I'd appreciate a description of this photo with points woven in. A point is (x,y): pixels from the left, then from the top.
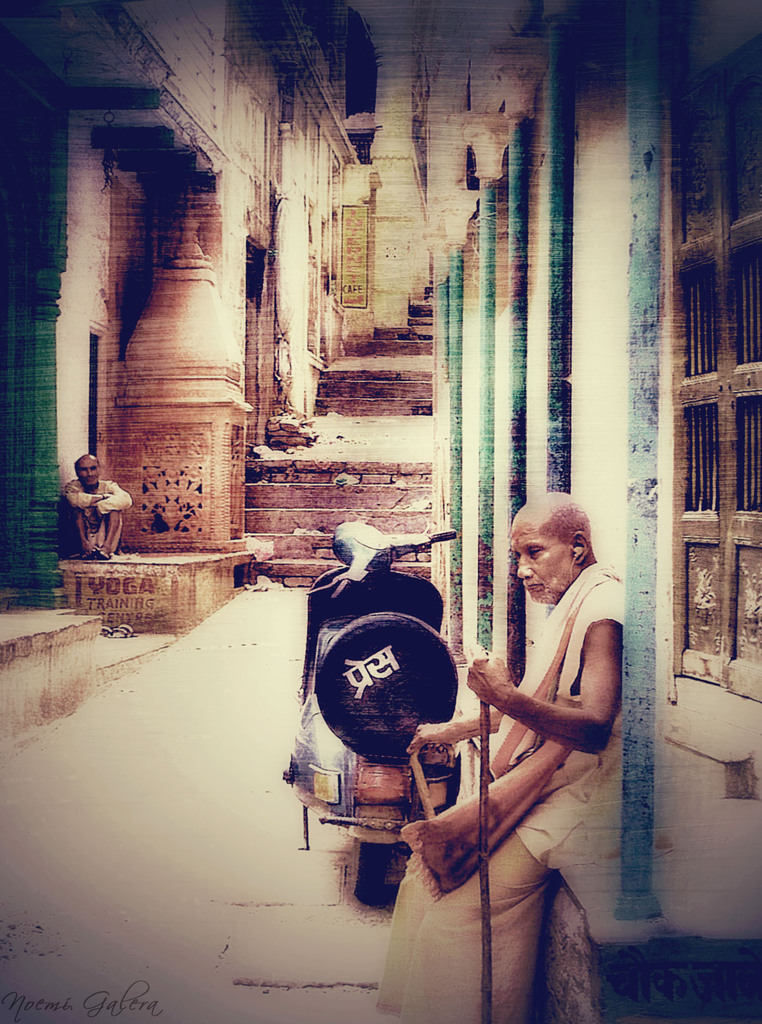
In this image there are two men (569,761) sitting, there is a man (502,789) holding an object (489,756), there is ground (225,805) towards the bottom of the image (107,995), there is text (99,1005) towards the bottom of the image (81,993), there is a window (725,300) towards the right of the image (745,249), there is a wall (619,410) towards the top of the image (373,325), there is text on the wall (396,80), there is a vehicle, there is a staircase (406,399).
